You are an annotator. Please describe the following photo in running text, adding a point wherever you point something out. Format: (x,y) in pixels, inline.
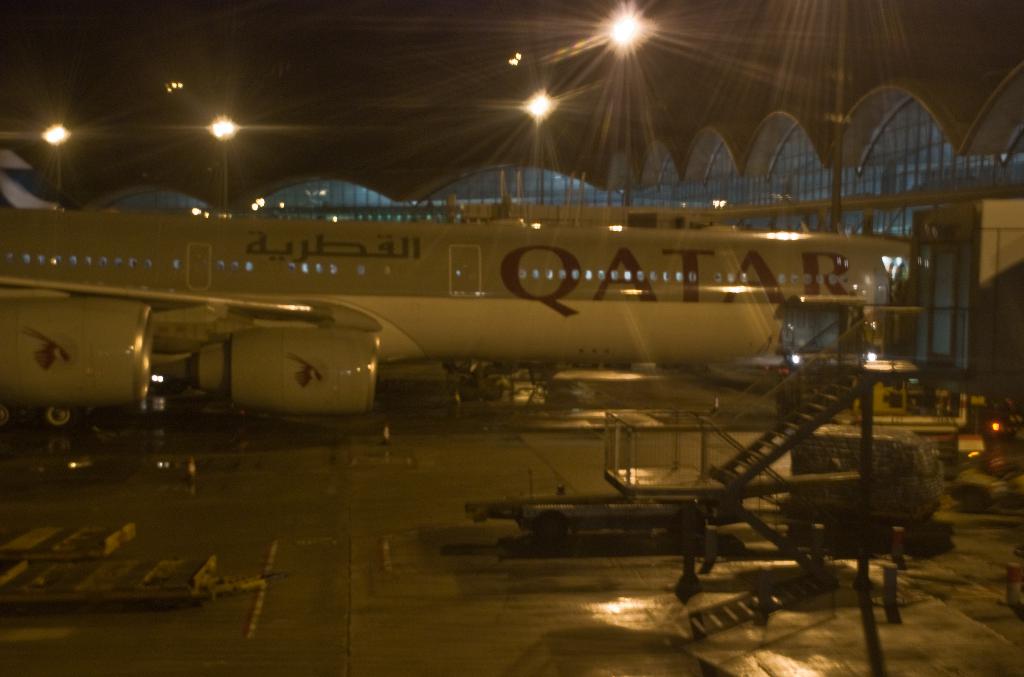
This image might be taken in the airport (815,147). In the center of the image (368,312) there is an aeroplane (324,308). On the right side of the image (701,510) there are stairs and vehicle (665,515). In the background (482,115) there are lights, building (670,163) and sky (296,92).
